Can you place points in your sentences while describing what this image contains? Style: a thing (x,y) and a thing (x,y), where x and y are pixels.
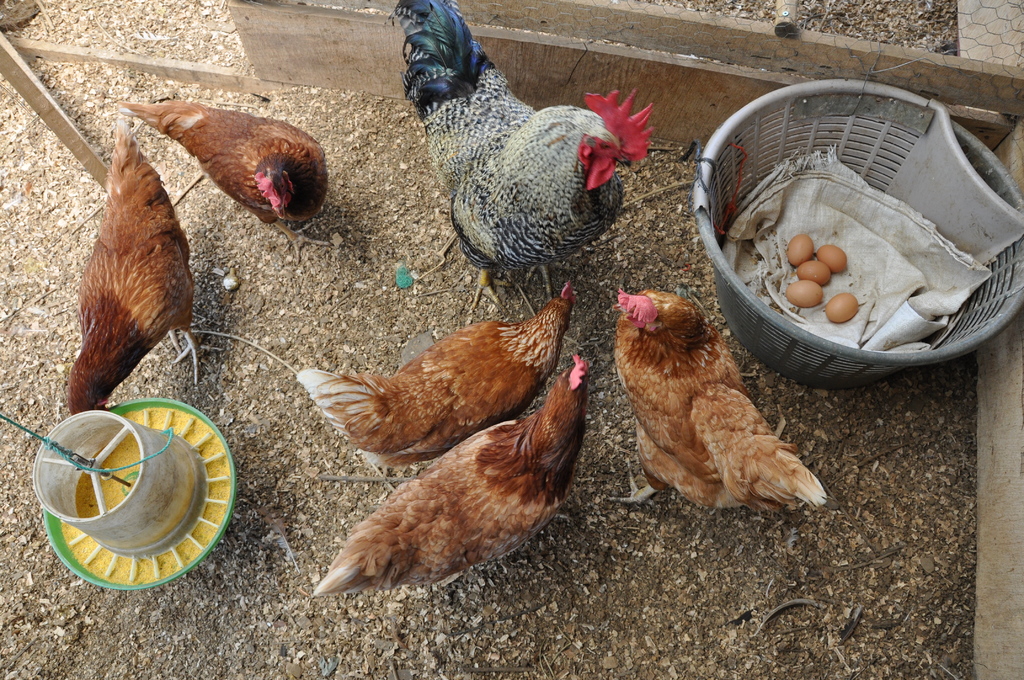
In this picture, we see hens (542,316) and a cock (489,225). On the right side (834,300), we see a grey basket (830,265) containing five eggs (839,270) and a plastic bag (846,278). Beside that, we see the wooden fence (707,83). On the left side (100,581), we see a plastic bowl (205,524) in green color with yellow color grains (76,544). At the bottom (457,586), we see the soil (705,600), twigs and dry leaves (645,578).
